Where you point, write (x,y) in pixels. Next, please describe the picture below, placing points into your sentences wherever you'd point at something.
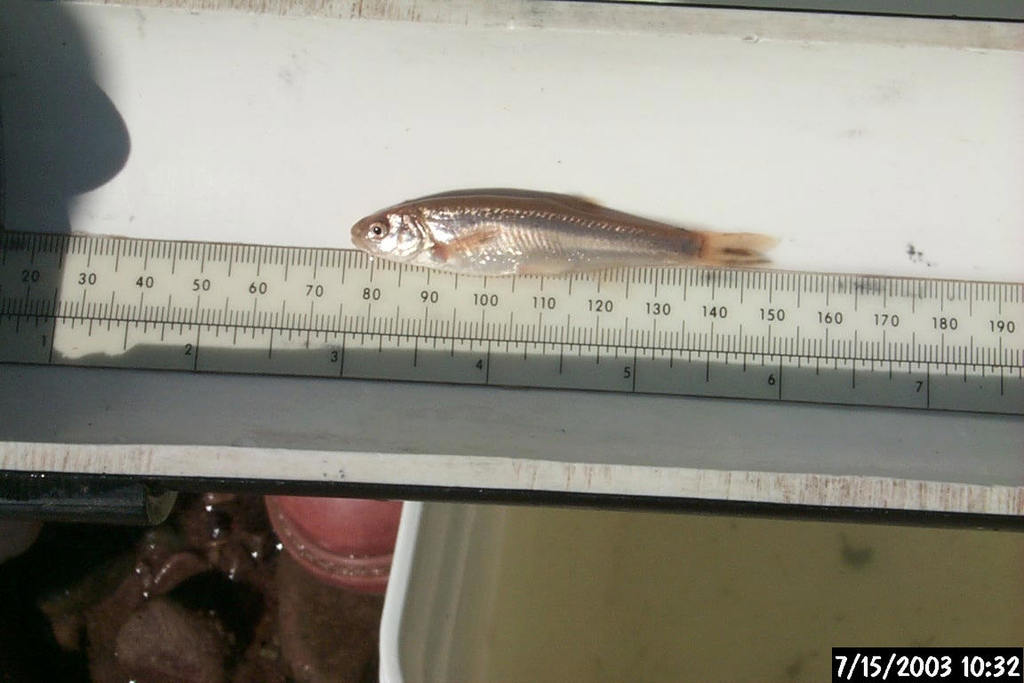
In this image we can see a scale (452,273), fish (571,251), table (501,406) and also some other objects (411,596). In the bottom right corner (883,661) we can see the date (922,661) and also the time (980,669).
